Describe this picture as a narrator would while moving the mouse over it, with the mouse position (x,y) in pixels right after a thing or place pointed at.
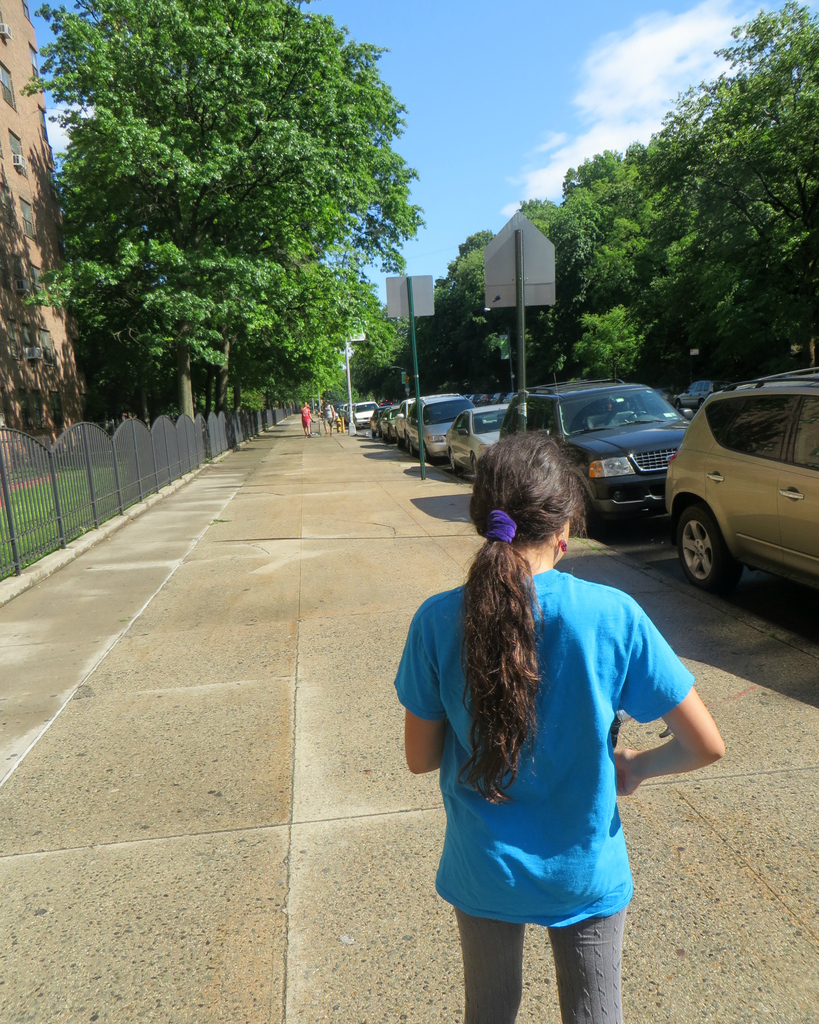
In this image, there is an outside view. There is a person (548,765) at the bottom of the image (556,730) wearing clothes (573,693) and standing on the footpath (377,923). There are some vehicles (551,425) on the right side of the image (774,455). There are trees (180,194) in the top left (255,148) and in the top right of the image (642,195). There is a sky (489,75) at the top of the image (470,53).
